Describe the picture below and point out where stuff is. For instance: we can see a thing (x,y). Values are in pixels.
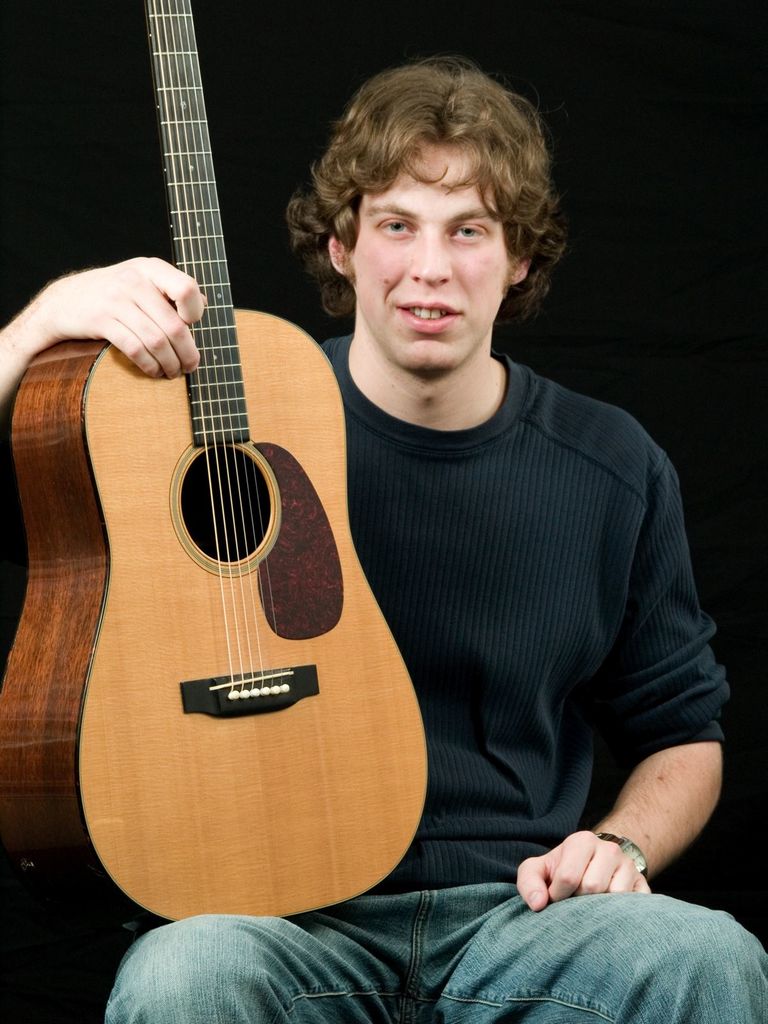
In this image there is a man (616,986) with black color shirt (595,699), a watch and a jeans pant (142,1018) sitting in a chair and holding a guitar (34,496).
